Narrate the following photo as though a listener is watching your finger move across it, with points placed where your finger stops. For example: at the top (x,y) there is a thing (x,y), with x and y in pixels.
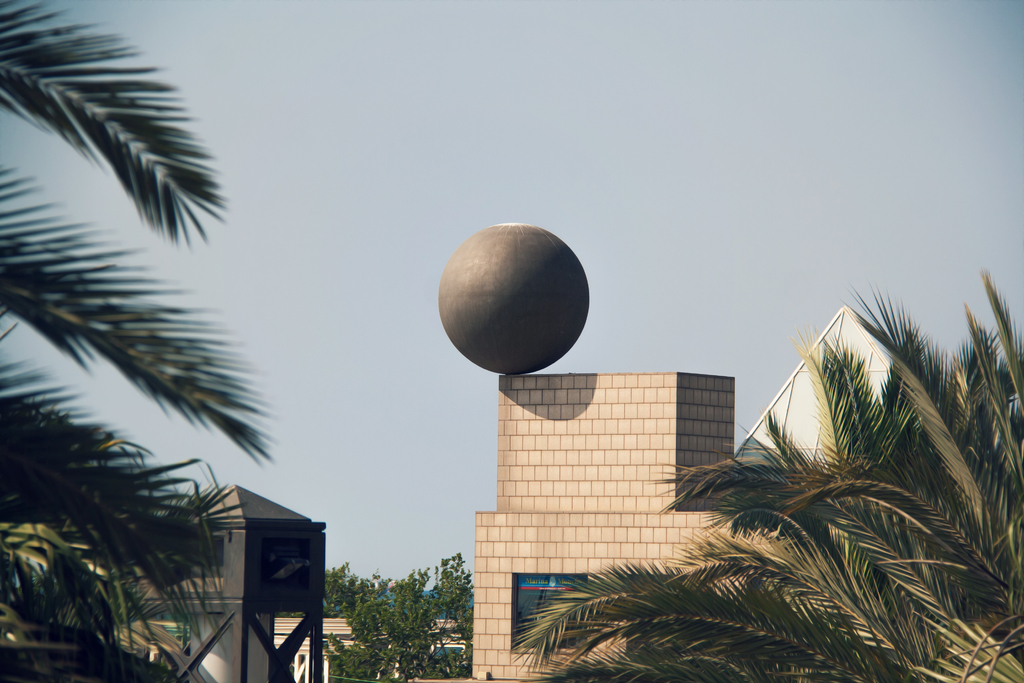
In this image we can see the buildings (621,475), one object (318,549) looks like a tower (265,562), one round object (523,336) on the top of the building (546,387), one poster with text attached to the window (518,589), one object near the wall (508,567) in the middle of the image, some trees (400,598) on the ground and in the background (780,256) there is the sky (952,48).
